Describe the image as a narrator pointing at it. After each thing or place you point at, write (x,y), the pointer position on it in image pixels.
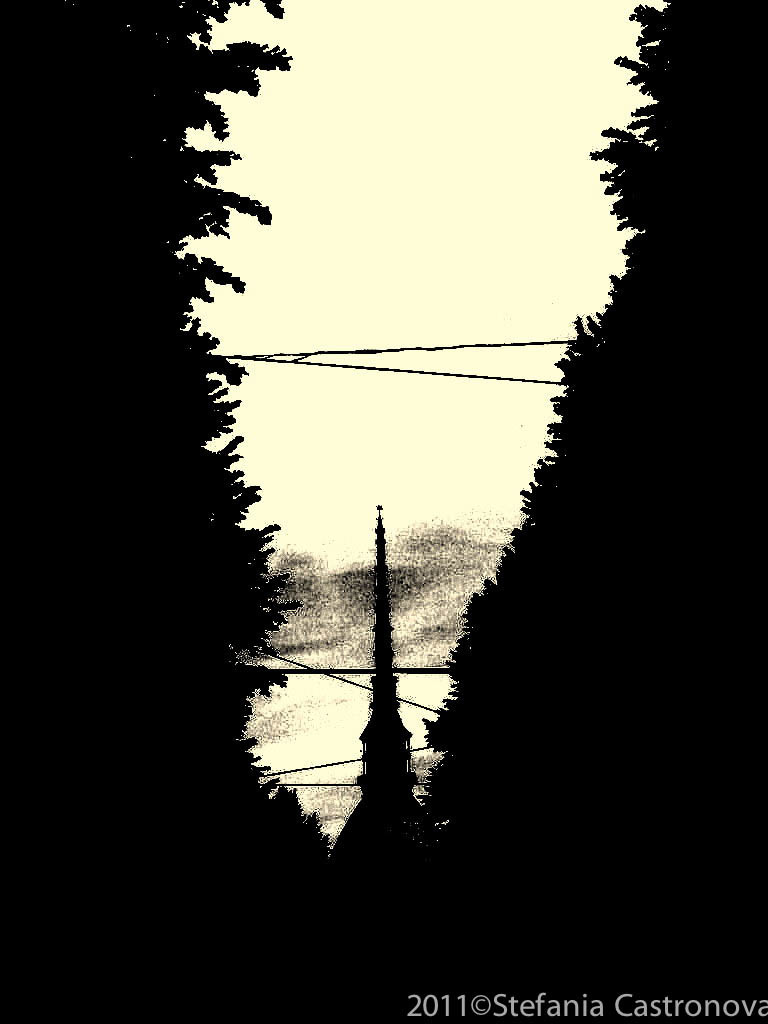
In this image at the bottom (355,861) there is one building (421,808) and on the right side (650,561) and left side (111,228) there are some trees (83,749), at the bottom of the image (551,1009) there is some text (601,1009).
